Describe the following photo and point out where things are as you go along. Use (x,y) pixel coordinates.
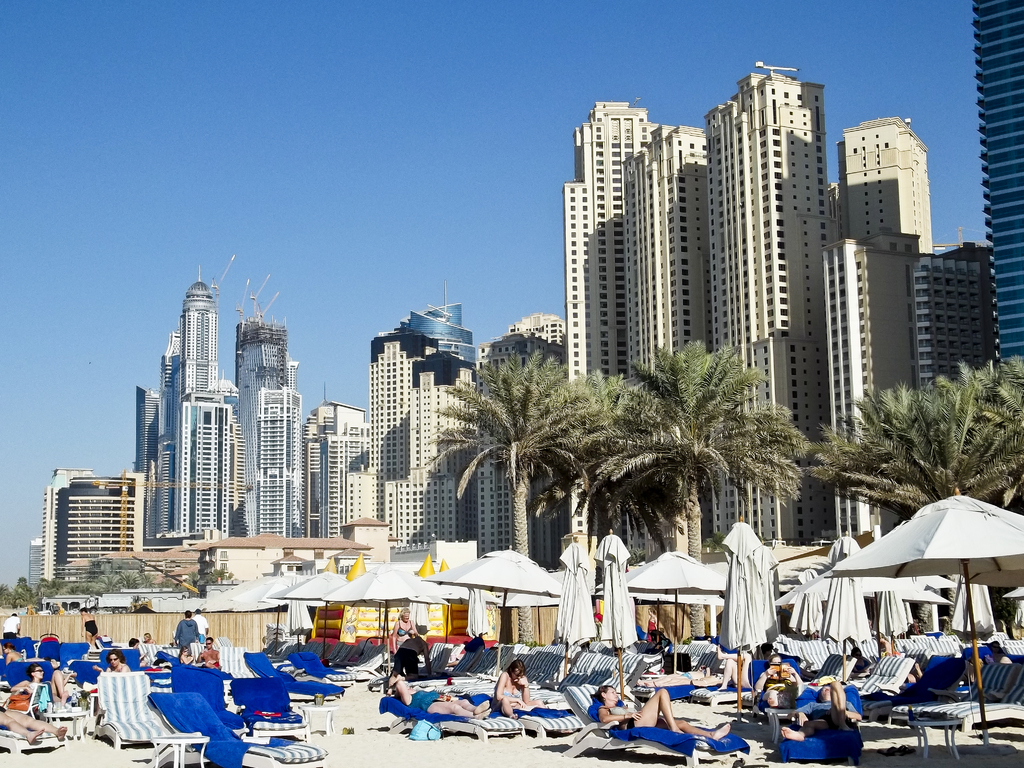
This is looking like a beach (56,705). Here I can see many umbrellas (752,572) and few people (670,718) are laying on the chairs (394,726) which are placed on the sand (420,753). In the background (428,442) there are many buildings (959,321) and trees (570,431). At the top of the image (351,95) I can see the sky (231,73).
